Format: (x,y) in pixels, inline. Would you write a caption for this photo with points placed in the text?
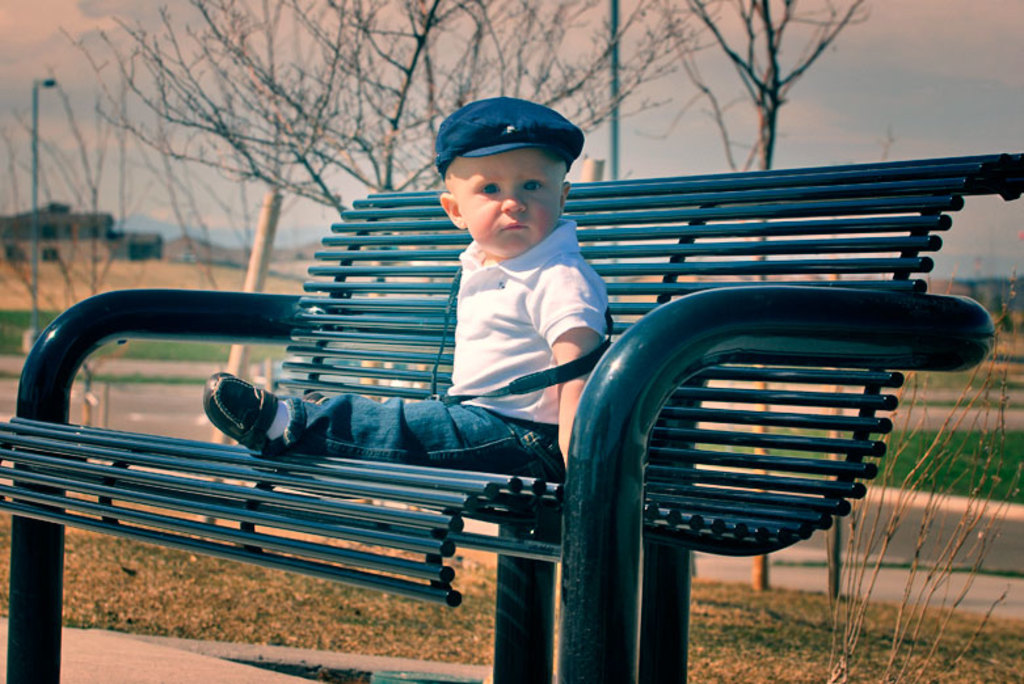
In this image we can see a child (470,376) sitting on the bench (586,433). In the background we can see trees (328,132) and building (146,244).
